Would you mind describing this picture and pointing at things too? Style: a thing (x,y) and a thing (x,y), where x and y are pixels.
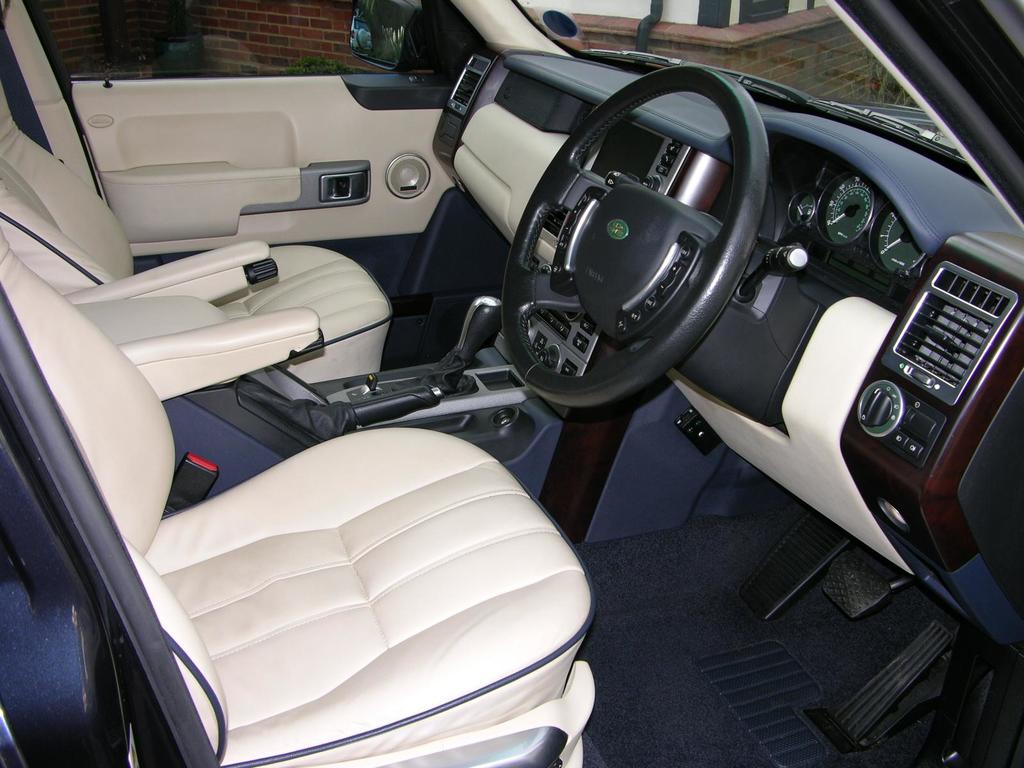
In this image I can see it is an inside part (519,231) of a vehicle (478,407). There are seats (62,246) and a steering (656,337).
